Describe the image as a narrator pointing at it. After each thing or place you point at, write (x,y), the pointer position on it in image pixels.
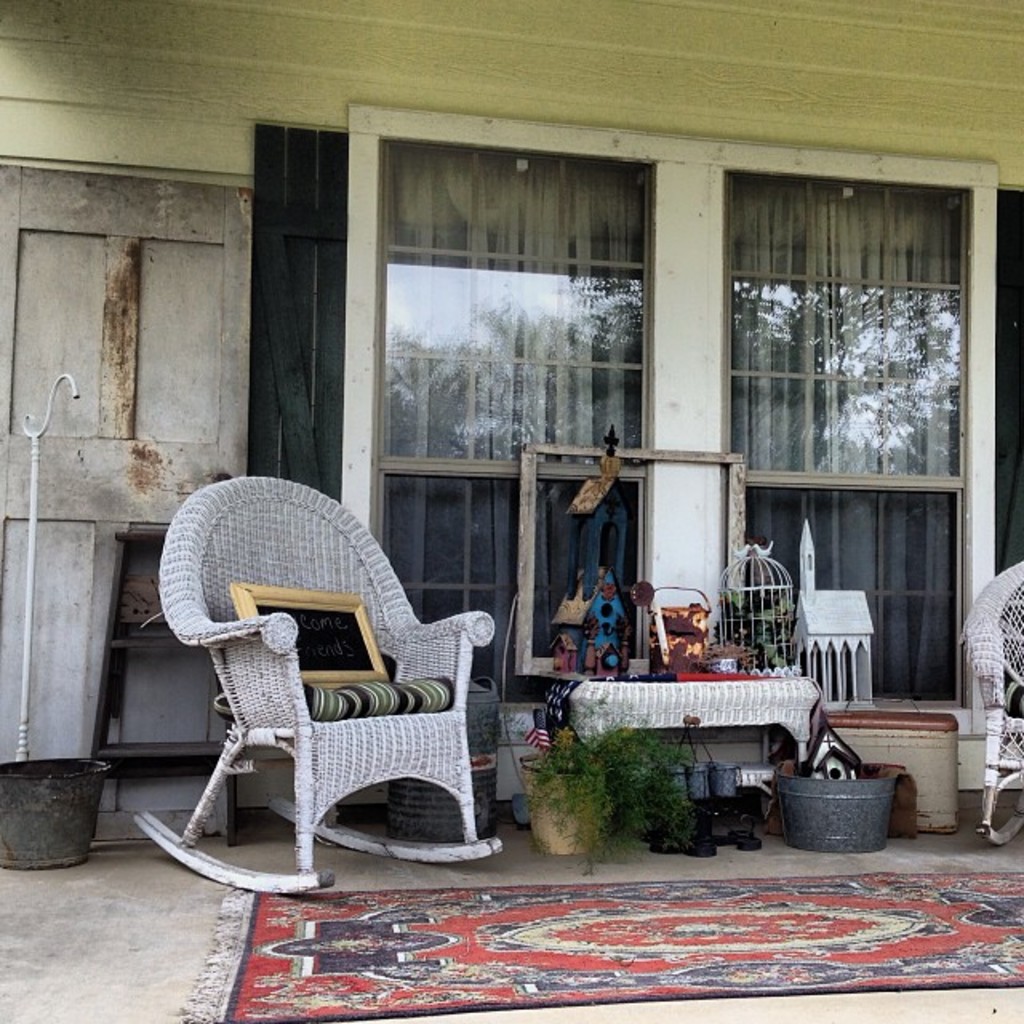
This image consists of two chairs (1018,753) in white color. At the bottom (312,978), there is a floor mat (377,968) on the floor (147,1005). On the left (53,816), we can see a bucket (55,828) along with a white color stand (34,554). In the background (91,361), we can see a door (51,365) along with glass windows (570,388). In the middle (609,666), there is a table (669,723) on which there are many things (665,638) kept. And we can see a potted plant (565,821).
